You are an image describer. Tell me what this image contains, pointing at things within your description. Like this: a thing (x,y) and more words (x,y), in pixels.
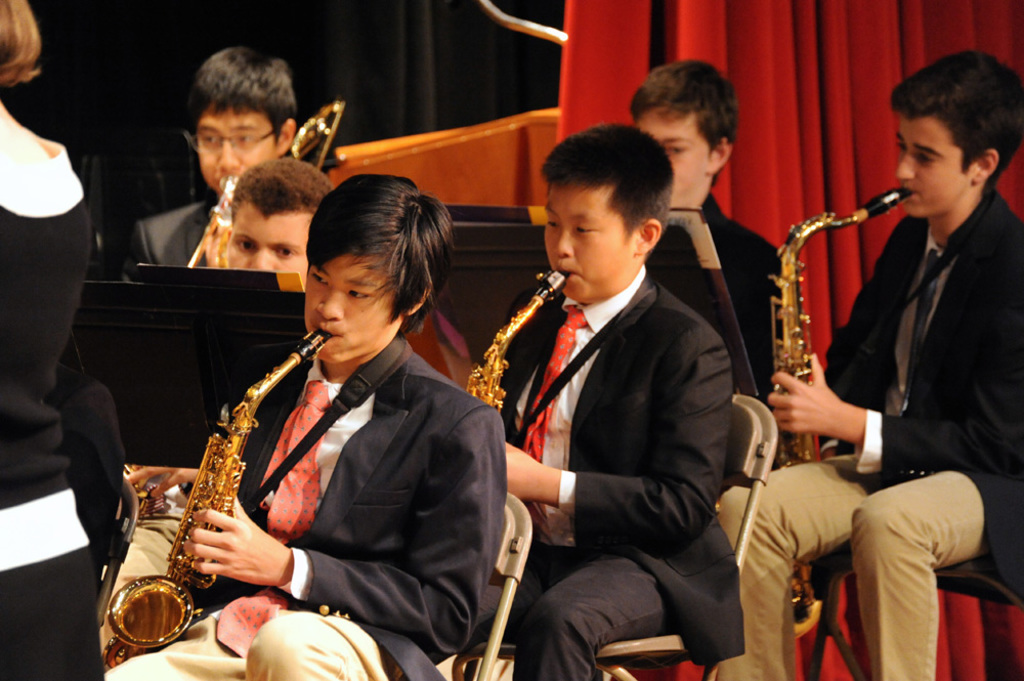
In this image I can see the group of people (499,441) sitting and holding the saxophones (260,379). In-front of these people (455,493) I can see the one person (49,383) standing. In the background (381,75) I can see the red and black color curtain (437,86).
